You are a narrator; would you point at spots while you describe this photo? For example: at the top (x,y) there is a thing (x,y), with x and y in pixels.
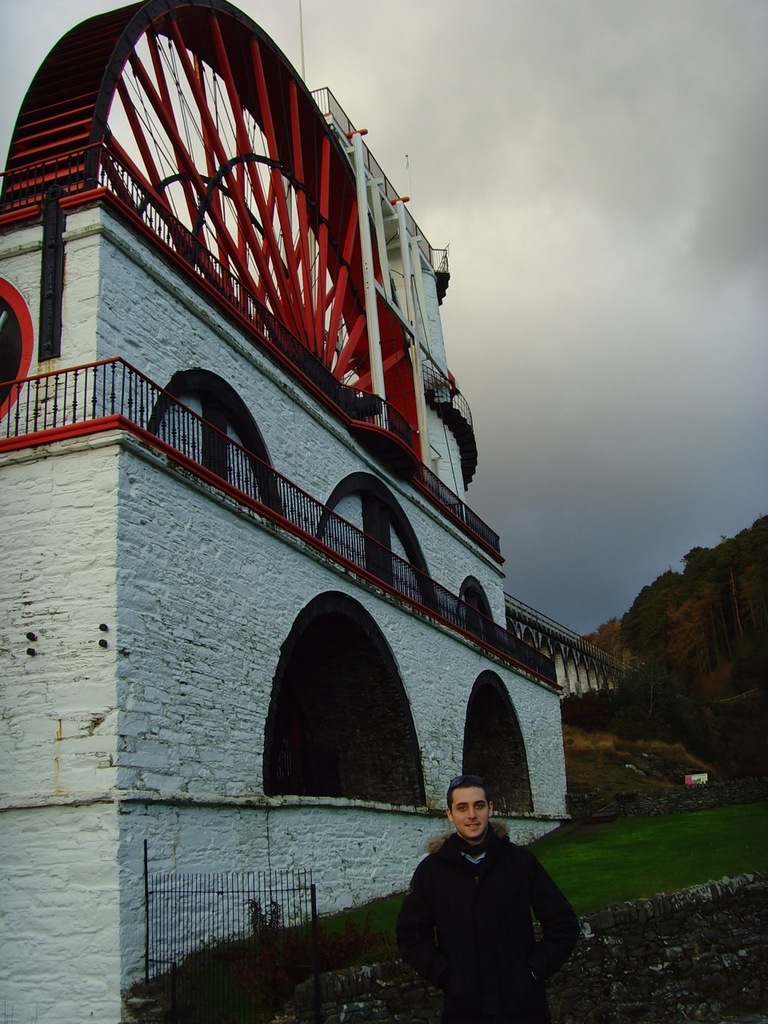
In this image we can see a person (489,910), a wall (405,829), a building (253,545), fences (60,390), grass (661,829), a bridge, few mountains (679,667) and some clouds (537,160) in the sky (565,223).
